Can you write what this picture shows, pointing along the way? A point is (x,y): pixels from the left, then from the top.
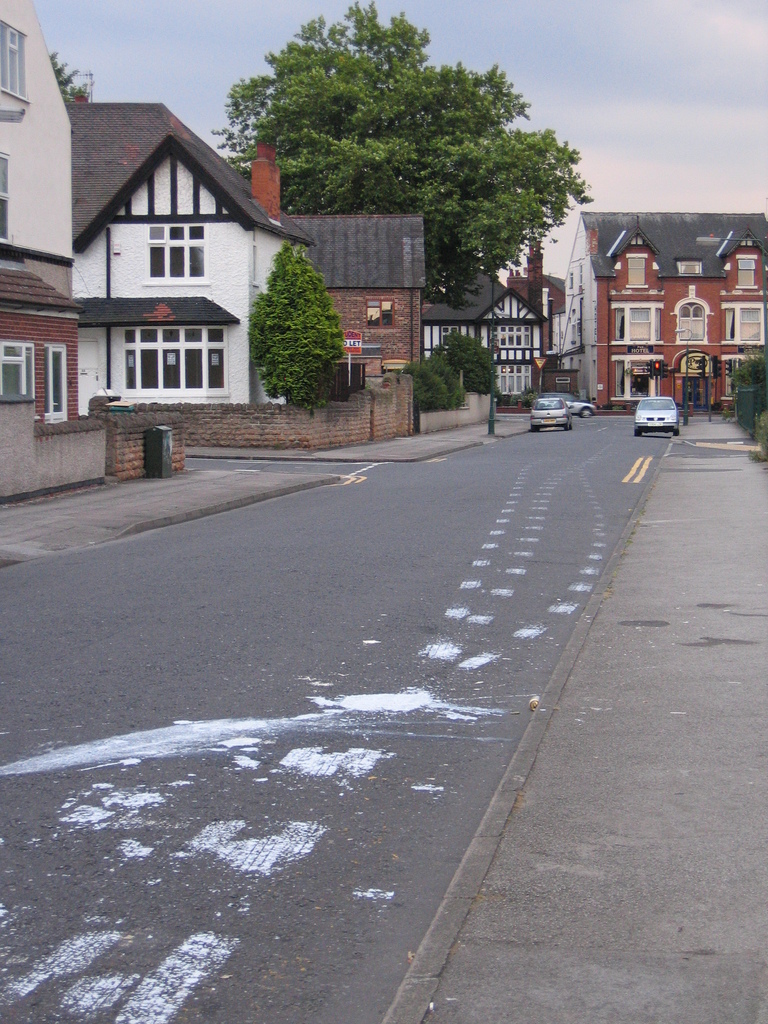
In this image we can see many buildings (700,284) and they are having many windows (642,276). There is the sky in the image. There are few vehicles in the image. There is a footpath (719,593) in the image. There are many trees (447,149) and plants (280,365) in the image.
